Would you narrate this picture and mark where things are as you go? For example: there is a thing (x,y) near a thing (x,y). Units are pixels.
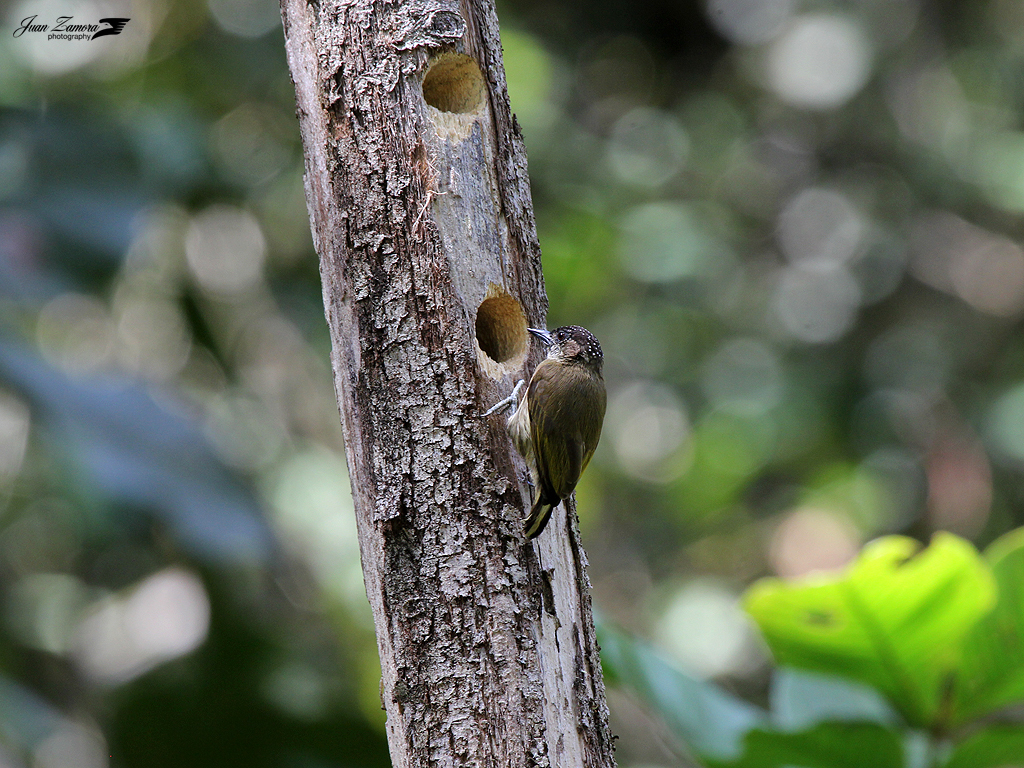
In this image there is a bird (563,392) on the branch (501,383) of a tree (501,383). The background (951,315) is blurred.
